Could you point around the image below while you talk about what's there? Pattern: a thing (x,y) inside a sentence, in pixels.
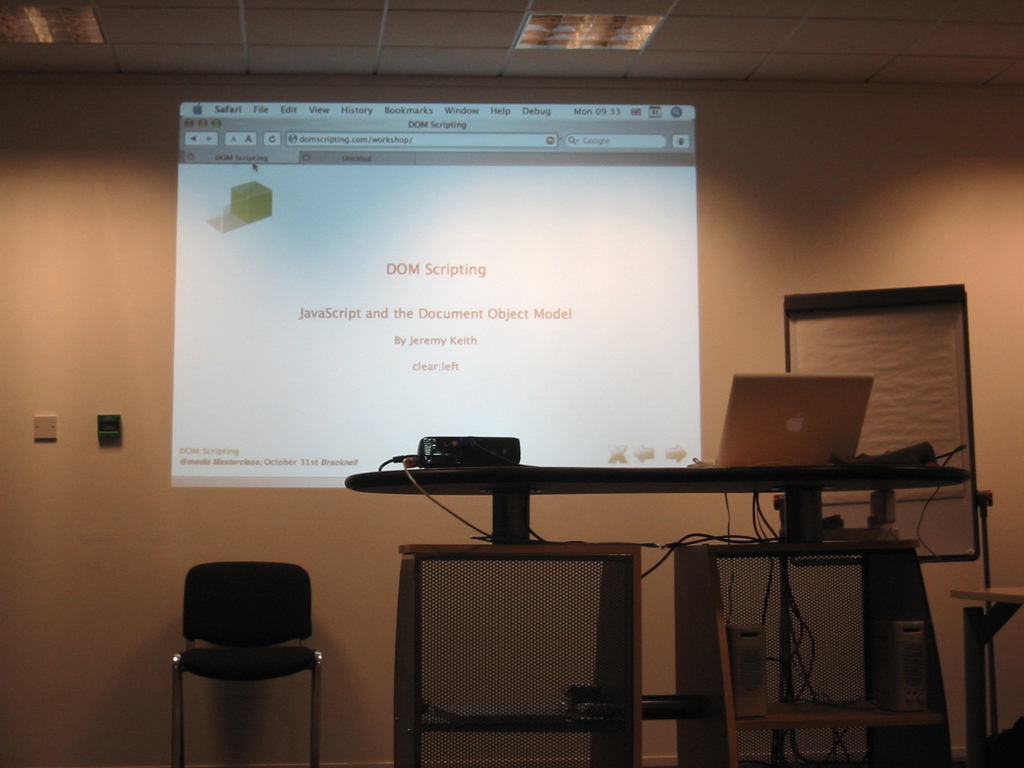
In this image we can see a laptop (792,423) placed on a table (526,485). To the right side of the image (911,358) we can see a board (895,350). In the center of the image (609,448) we can see a screen (416,234) and in the background (297,626), we can see a chair (253,630) placed on the floor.
